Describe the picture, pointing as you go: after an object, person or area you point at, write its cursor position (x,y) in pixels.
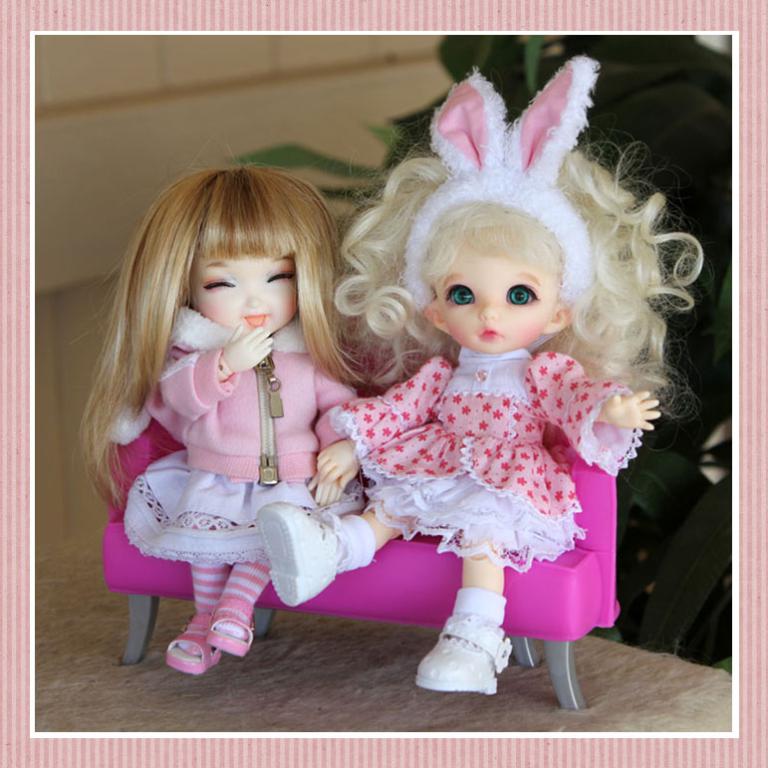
In this image we can see a photograph (333,410) on a platform (137,27) and in the photo (262,637) we can see two dolls (273,414) are sitting on a sofa (172,449) on the floor (304,708) and in the background (175,110) we can see the wall (306,111) and plants (723,508).
